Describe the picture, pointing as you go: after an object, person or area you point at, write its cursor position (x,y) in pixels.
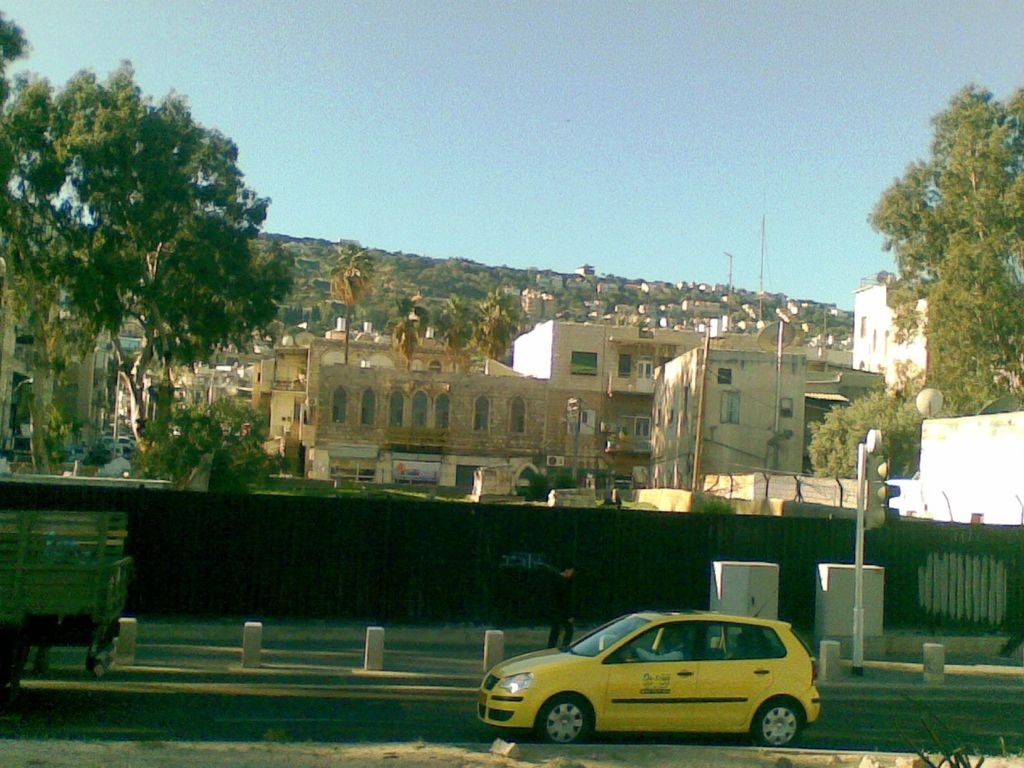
Vehicles (518,668) are on the road (414,686). Background (31,246) there are buildings (510,388) and trees (912,281).
